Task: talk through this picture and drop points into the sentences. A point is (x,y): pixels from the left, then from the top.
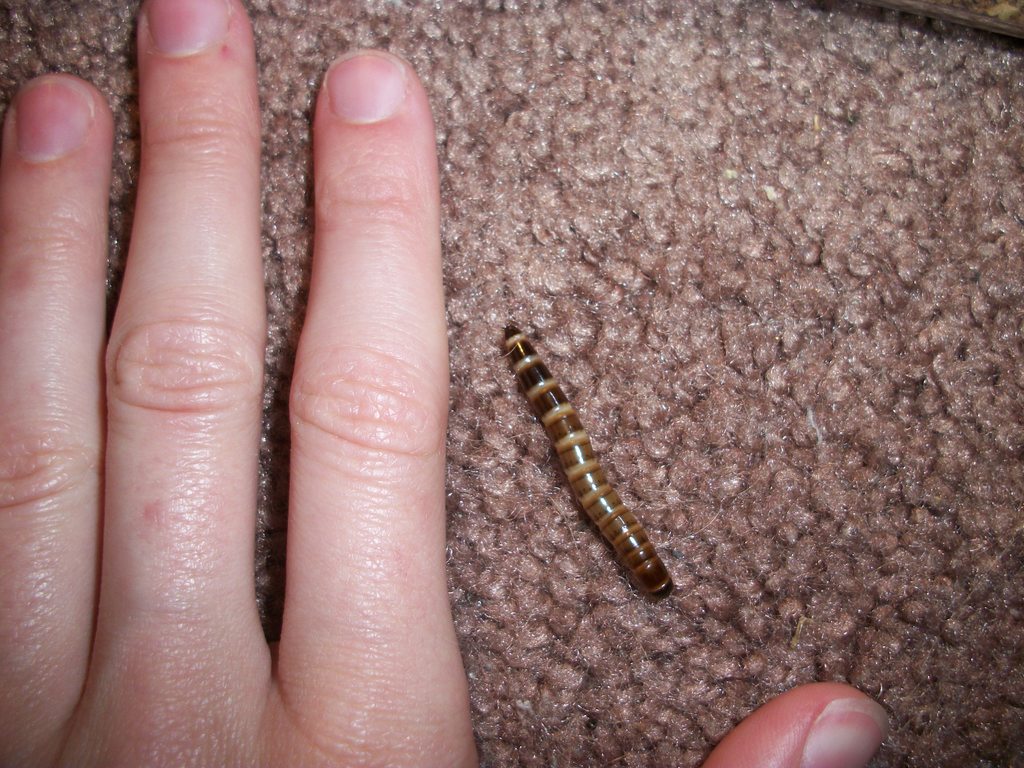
In this image we can see human hand (10,316), worm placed on the surface (762,368).
